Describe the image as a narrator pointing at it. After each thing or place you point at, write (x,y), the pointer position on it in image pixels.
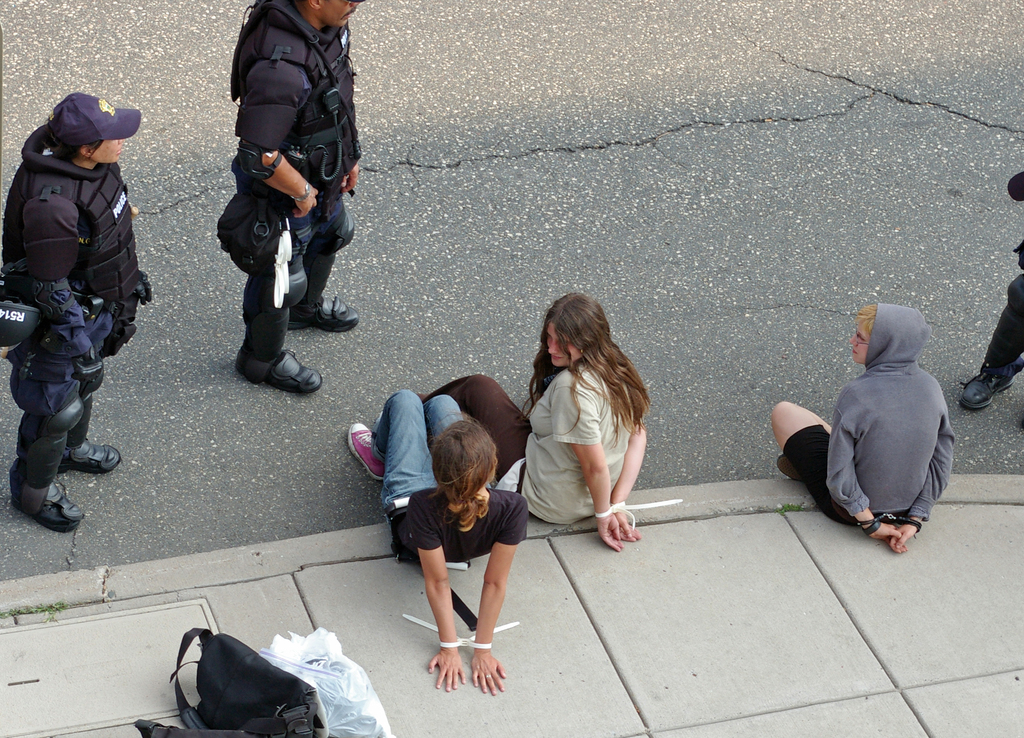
In this image there is a road (356,64) truncated towards the top of the image (925,231), there are persons (498,407) on the road (416,380), there is a person (300,176) truncated towards the top of the image (288,122), there is a person's leg (1003,330) truncated towards the right of the image (1007,344), there are persons (539,363) sitting on the ground (765,423), there are objects (278,694) truncated towards the bottom of the image (232,694), there is a helmet (27,329) truncated towards the left of the image (28,320).
